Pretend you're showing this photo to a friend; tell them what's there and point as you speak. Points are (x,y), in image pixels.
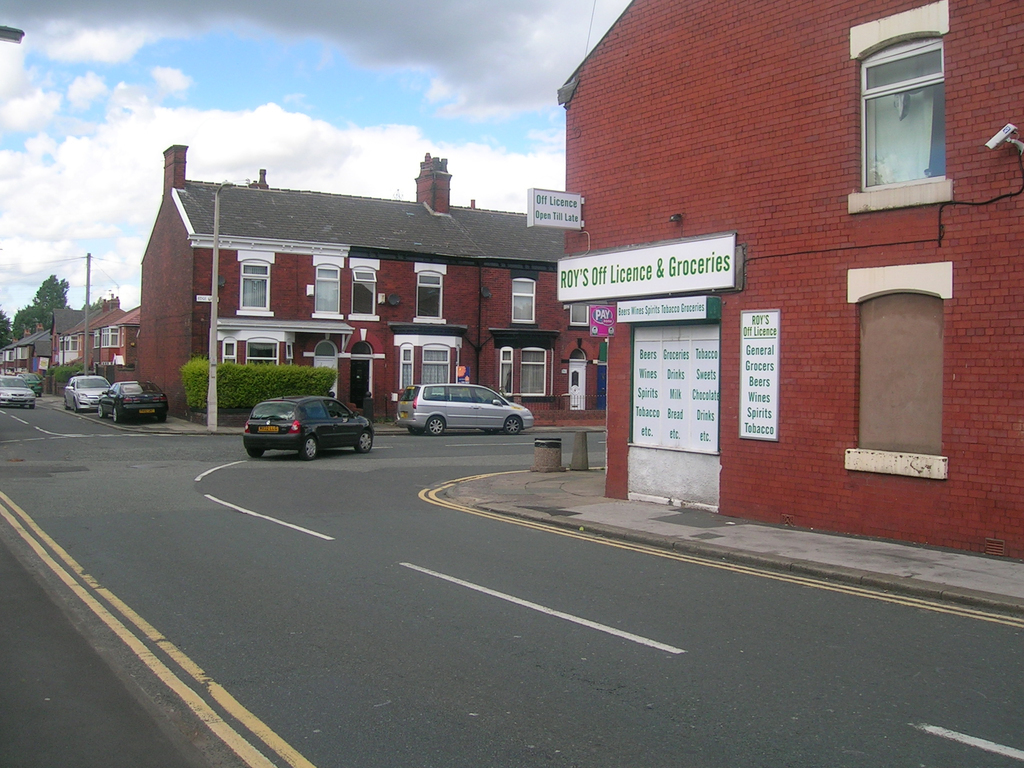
There are some cars (153,392) on the road (290,459) as we can see in the middle of this image (392,468). There are some houses (431,342) in the background (369,342). There are some boards (618,281) with text (716,412) is on the right side of this image (717,360). There is a cloudy sky (275,124) at the top of this image (143,172). There are some trees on the left side of this image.
